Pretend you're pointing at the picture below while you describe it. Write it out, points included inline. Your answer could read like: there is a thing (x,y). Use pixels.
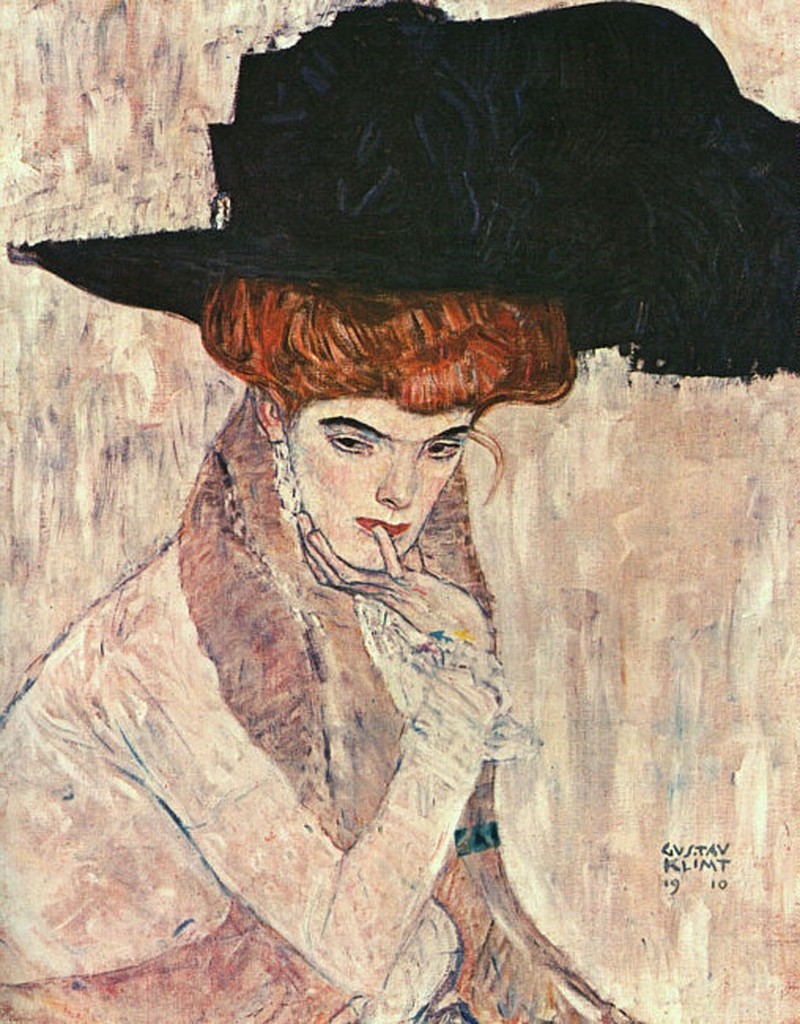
This is a painting picture, in this painting we can see a person (305,548).
